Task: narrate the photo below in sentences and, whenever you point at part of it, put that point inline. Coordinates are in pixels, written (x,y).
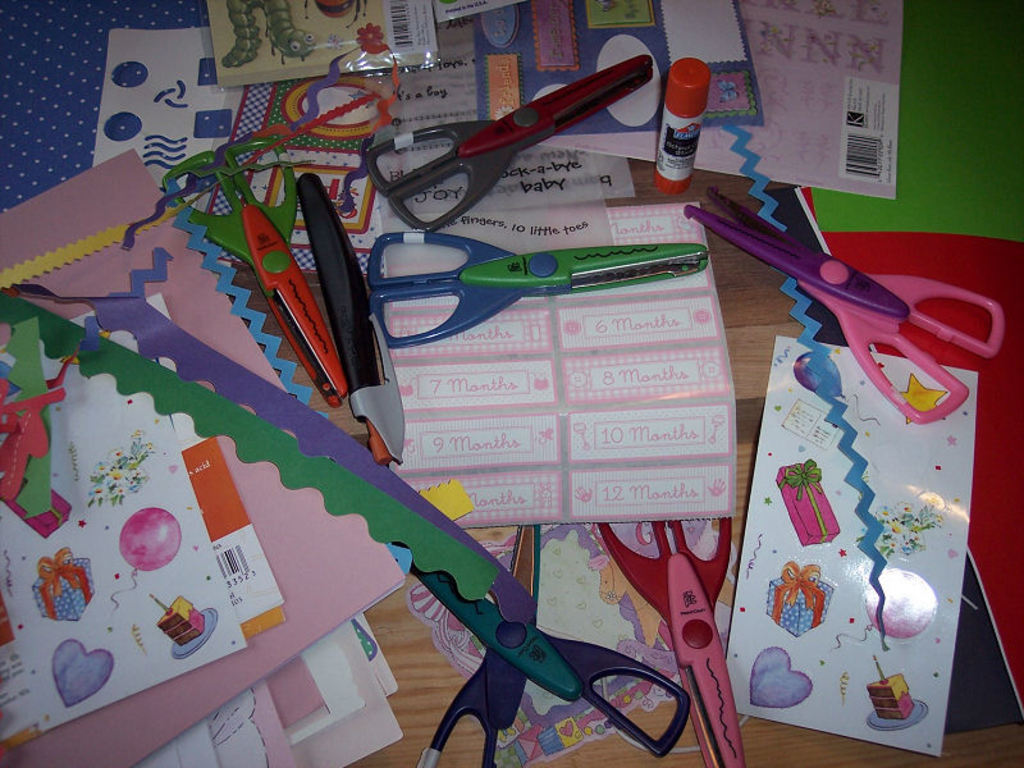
This picture shows few papers (285,483) and few scissors (603,87) and a glue stick (679,90) and few color papers (967,132) on the table (384,611).
